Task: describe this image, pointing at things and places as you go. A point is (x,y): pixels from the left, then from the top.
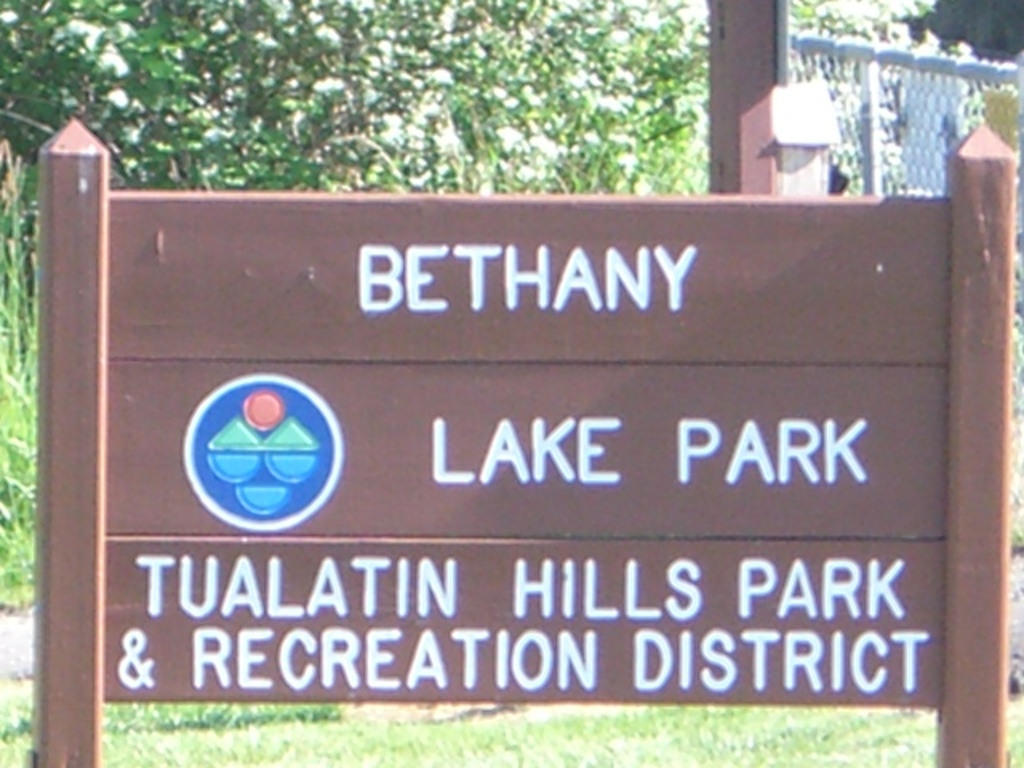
In the image we can see there is a hoarding (529,553) kept on the ground (343,756) on which its written "Lake Park". The ground (392,731) is covered with grass (490,722) and behind there are trees (395,133).
